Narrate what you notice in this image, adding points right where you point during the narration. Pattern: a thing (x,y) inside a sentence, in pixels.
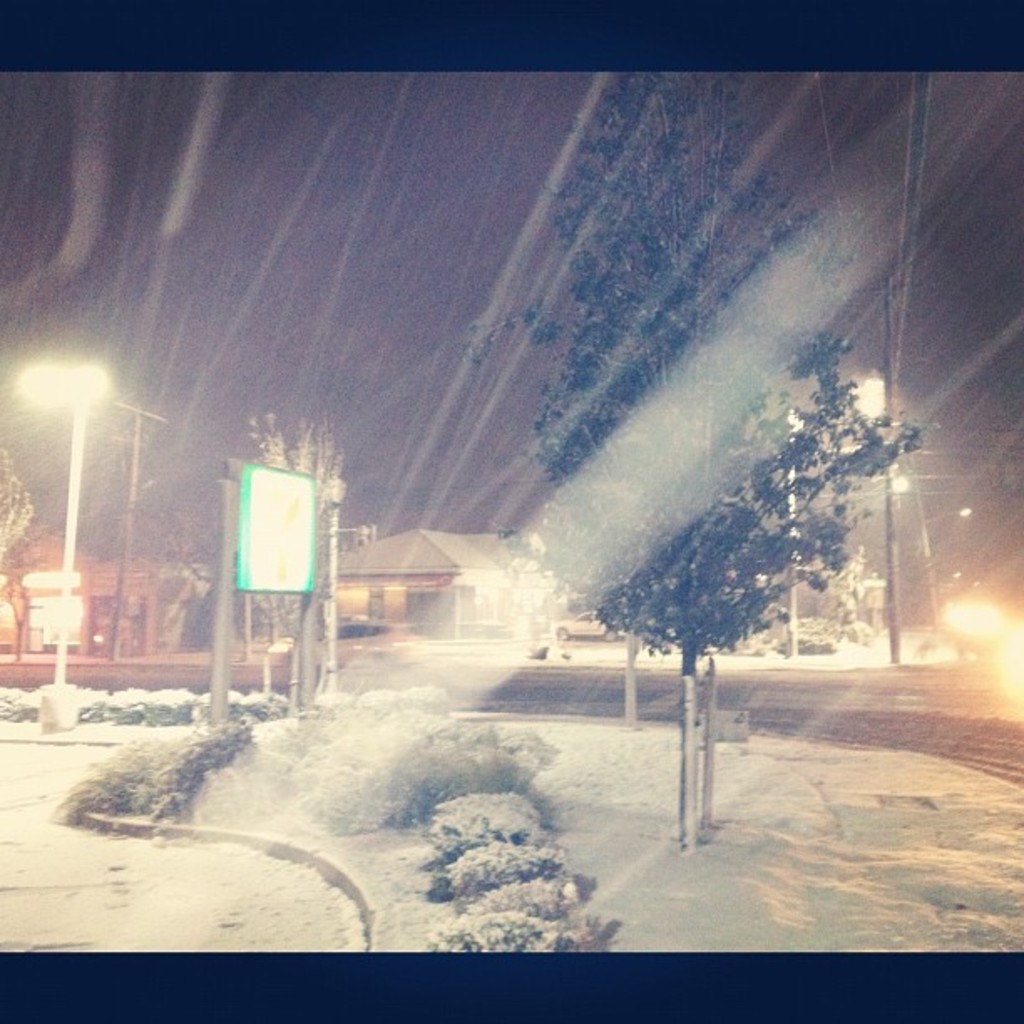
In the picture I can see some plants (515,840), trees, board (266,569) and in the background of the picture (459,691) there are some houses (96,614), poles (331,598), road (950,721) and dark sky (543,375).
